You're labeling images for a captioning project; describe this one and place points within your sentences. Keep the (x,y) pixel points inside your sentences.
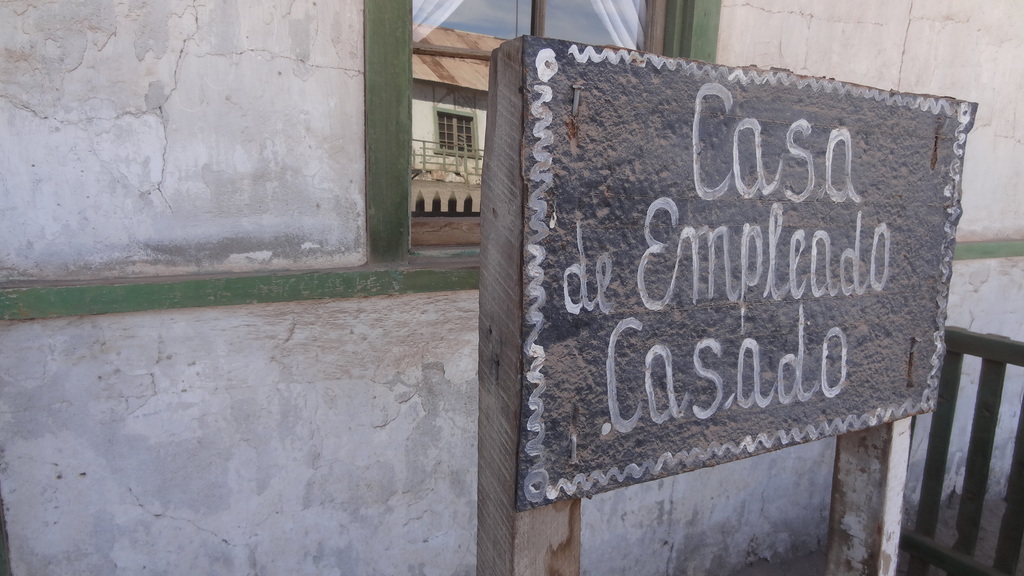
In this image there is a text (750,129) written on a board (672,225), behind the board (727,152) there is a glass window (496,36), beside the board (725,353) there is a wooden fence (979,348).
